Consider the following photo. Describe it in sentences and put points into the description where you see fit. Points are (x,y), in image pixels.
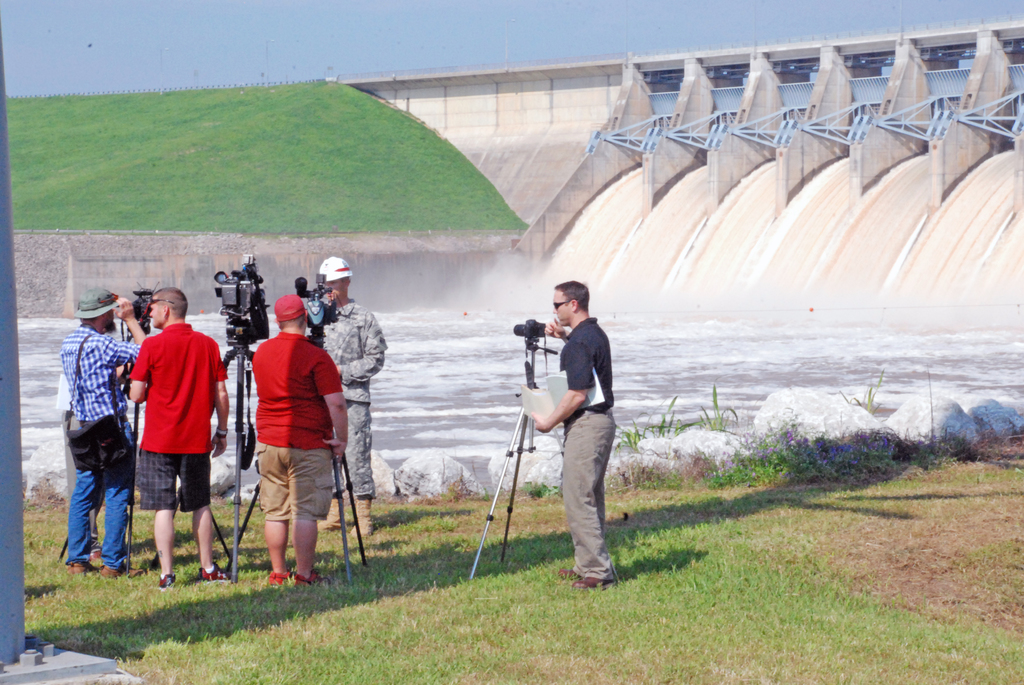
In this picture there are group of people (368,405) on the left side of the image (241,277), it seems to be they are taking video and there is dam (795,147) on the right side of the image (855,166) and there is greenery (396,119) in the image.
